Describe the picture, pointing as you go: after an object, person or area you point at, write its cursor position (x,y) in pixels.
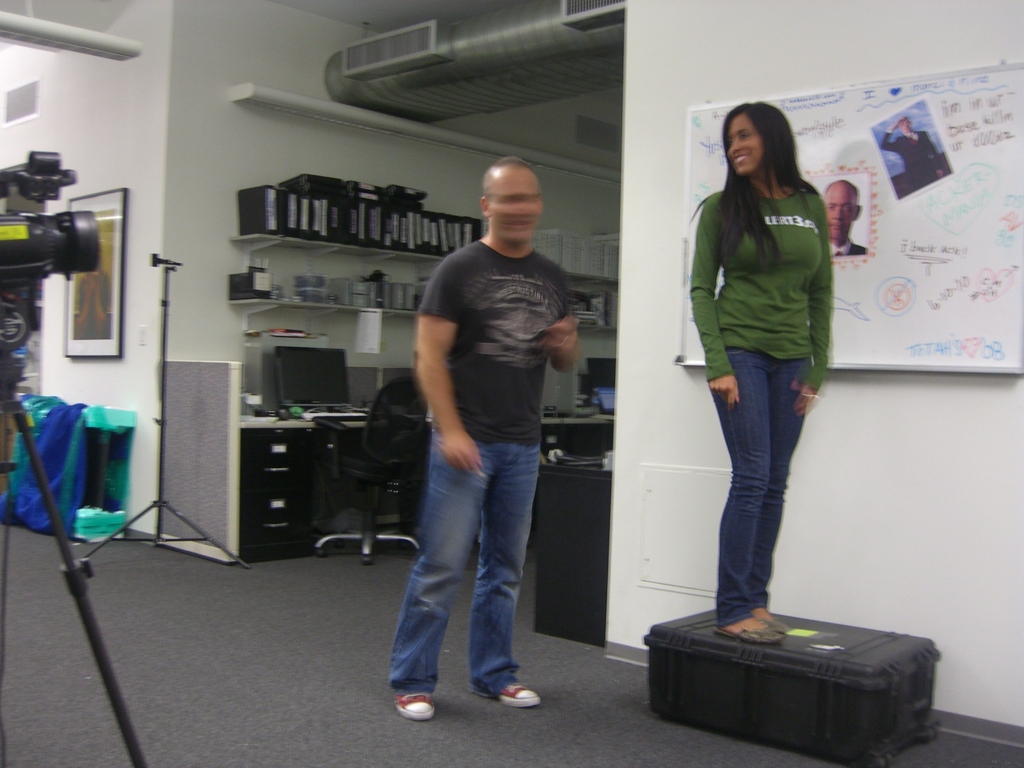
These two persons (776,370) standing. On the background (136,111) we can see wall (195,272), frame (105,292), chair (373,529) and things (283,219). This is camera (35,219) with stand (84,606). This is floor (268,663). We can see white board (912,204) on the wall (844,25).
